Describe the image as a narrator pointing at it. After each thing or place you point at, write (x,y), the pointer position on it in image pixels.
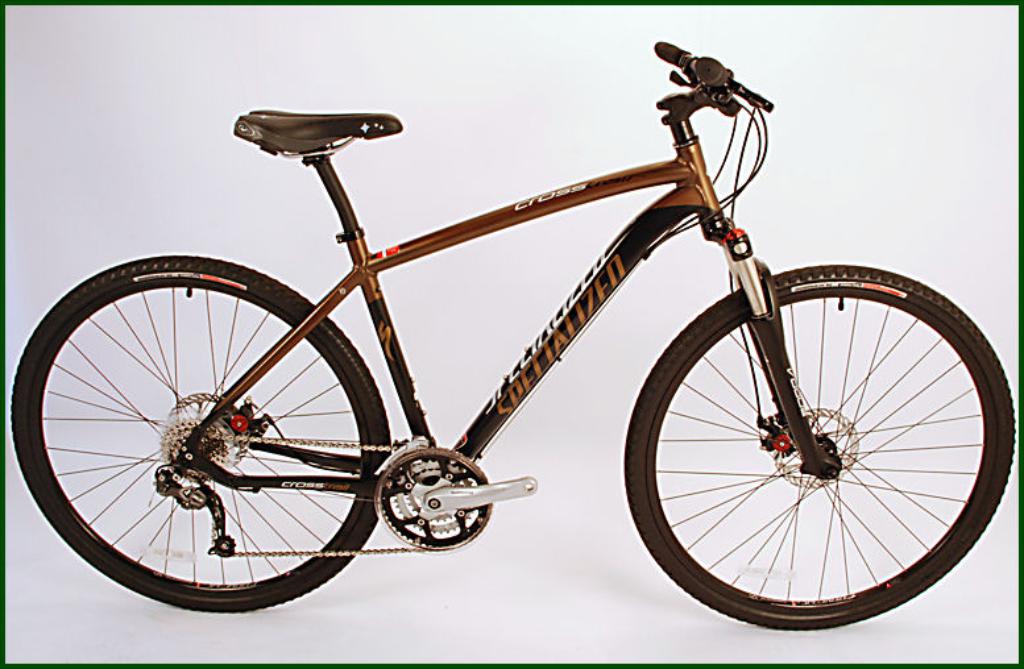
In this picture we can see a bicycle (336,467) on the white surface (130,616).
